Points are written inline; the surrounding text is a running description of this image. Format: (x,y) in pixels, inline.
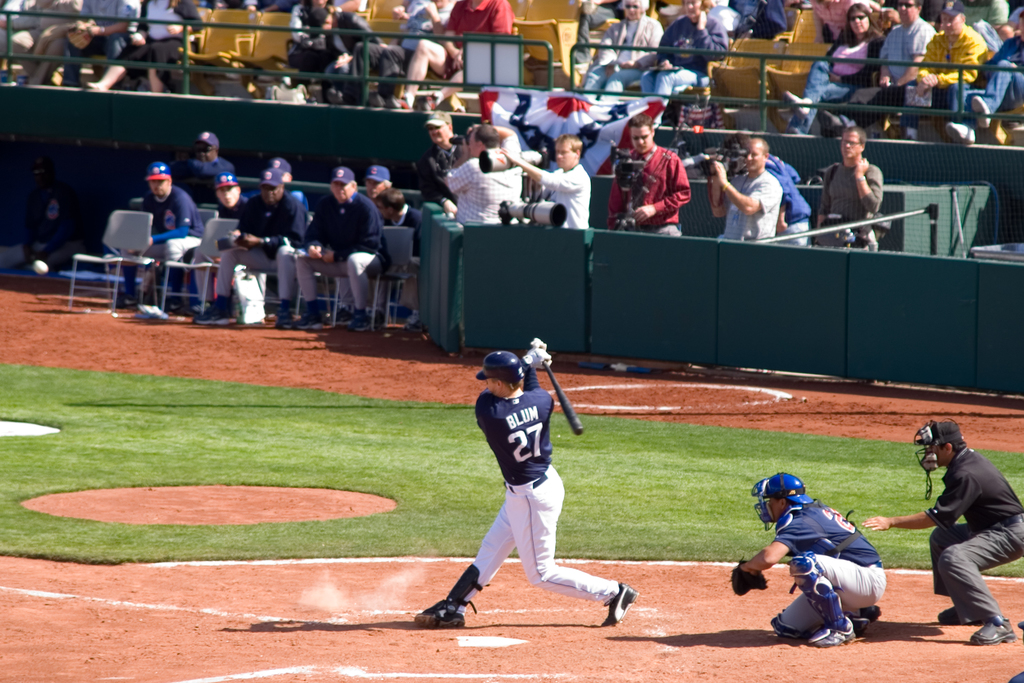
This image is taken during the baseball match. In this image there is a man (487,545) in the middle (514,388) who is swinging the bat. Behind him there are two other persons (860,580). In the background (376,49) there are spectators (461,18) who are sitting in the chairs (732,45) and watching the game. At the left (174,232) there are few players (239,253) sitting in the chairs (219,219) on the ground (248,335).
